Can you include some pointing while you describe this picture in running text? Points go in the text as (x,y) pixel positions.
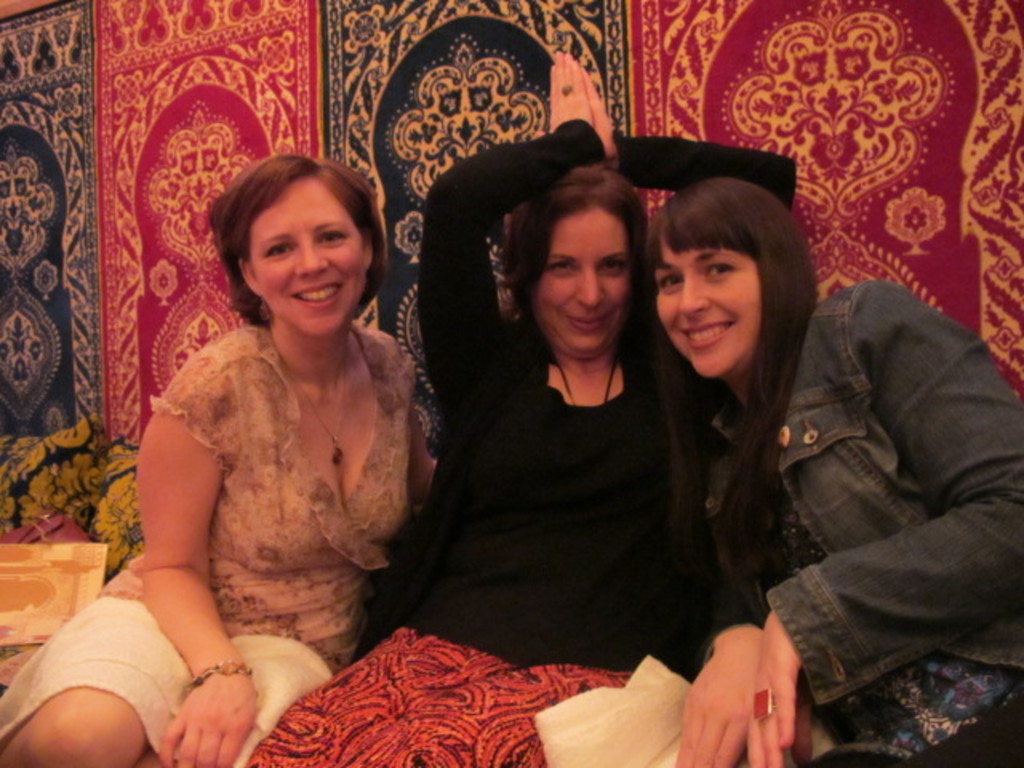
As we see in the image there are three women (435,585) who are sitting and they are smiling and at the back (440,84) there are carpets (603,81) hanging which are of navy blue colour and red colour hanged side by side.
